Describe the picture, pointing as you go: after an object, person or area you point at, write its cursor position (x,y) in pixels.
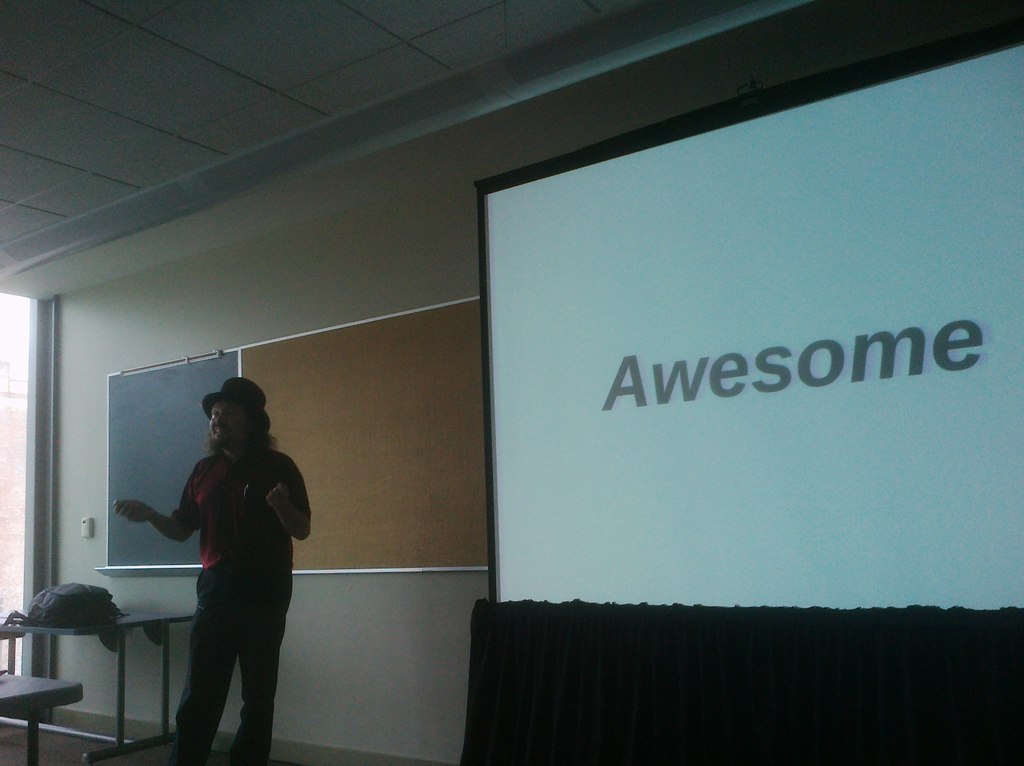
In the image we can see there is a man (215,554) standing and he is wearing hat (247,389). Behind there is board (419,435) and projector screen (647,449) on the wall (77,582). There is a bag (75,613) kept on the bench (128,614).
